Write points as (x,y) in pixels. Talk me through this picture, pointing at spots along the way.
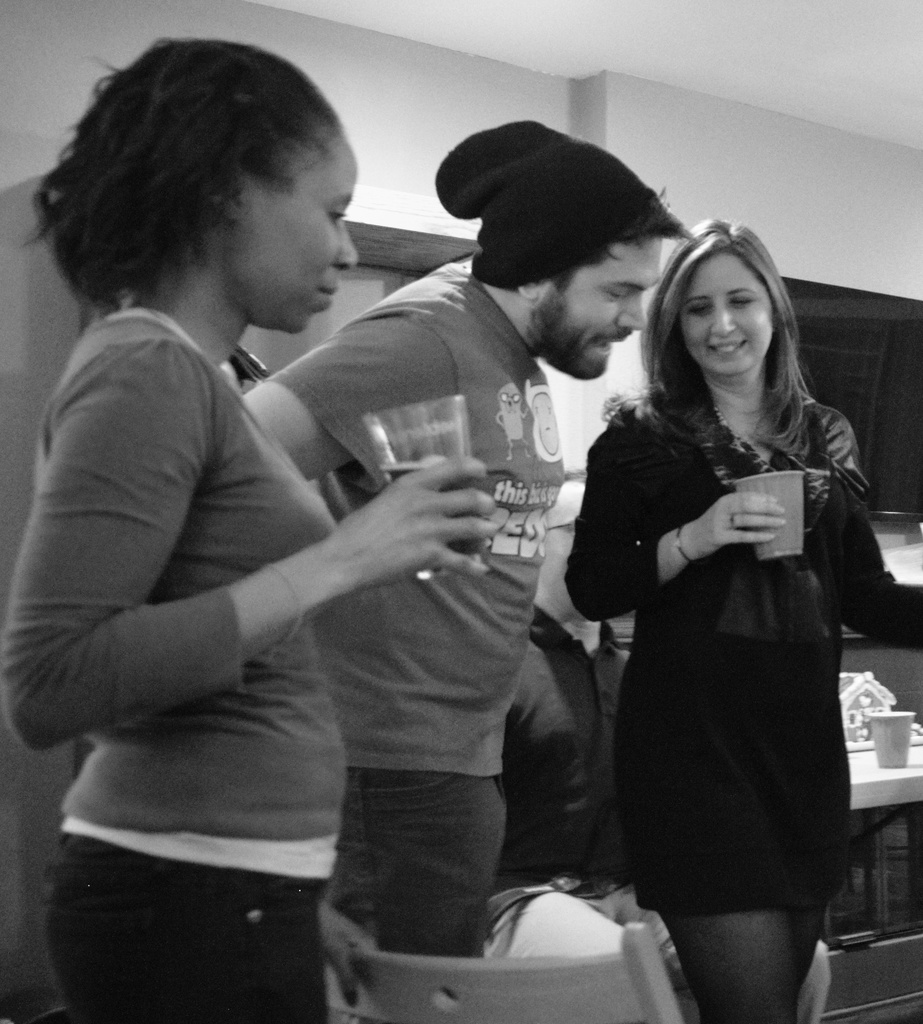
In this image we can see black and white picture of some people (761,616) standing, some people (779,620) are holding glasses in their hands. One man (611,864) is sitting on a chair (607,981). In the right side of the image (896,743) we can see a gingerbread house (870,703) and cup (884,729) placed on table (856,802) and a television (886,429) on the wall (886,528).
